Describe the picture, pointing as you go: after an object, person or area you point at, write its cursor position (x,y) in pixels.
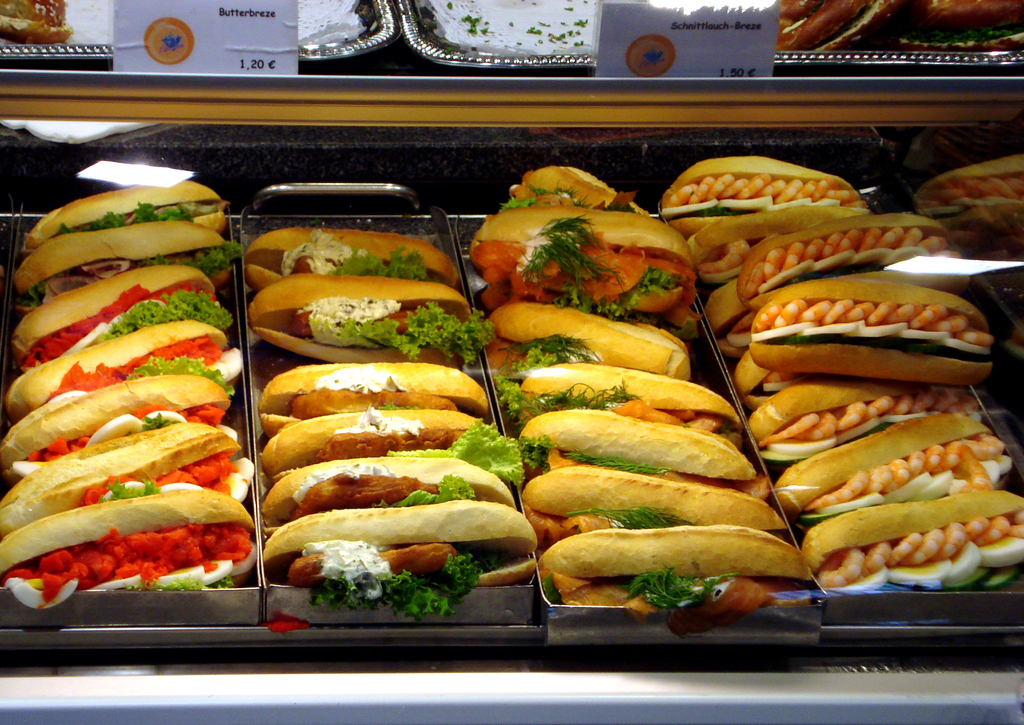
In this image we can see stuffed hot dogs (449,515). At the top (735,55) there are boards (767,32). At the bottom (446,618) there are trays (516,624).
